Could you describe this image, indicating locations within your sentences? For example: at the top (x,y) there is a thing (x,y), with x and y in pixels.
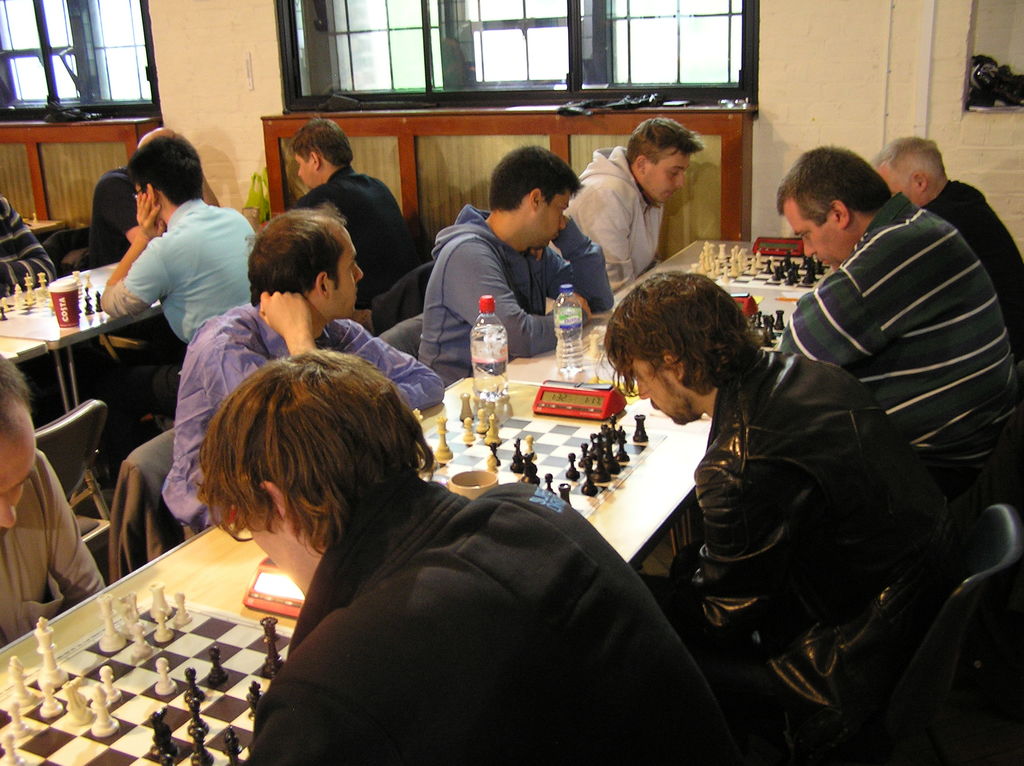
In this image I can see few people (500,544) sitting on the chair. In front (449,414) there is a table (591,461). On the table (567,431) there is a water bottles (491,390) and a chessboard (574,463). At the back side (473,85) there are window (420,86) and a white background (219,109).
